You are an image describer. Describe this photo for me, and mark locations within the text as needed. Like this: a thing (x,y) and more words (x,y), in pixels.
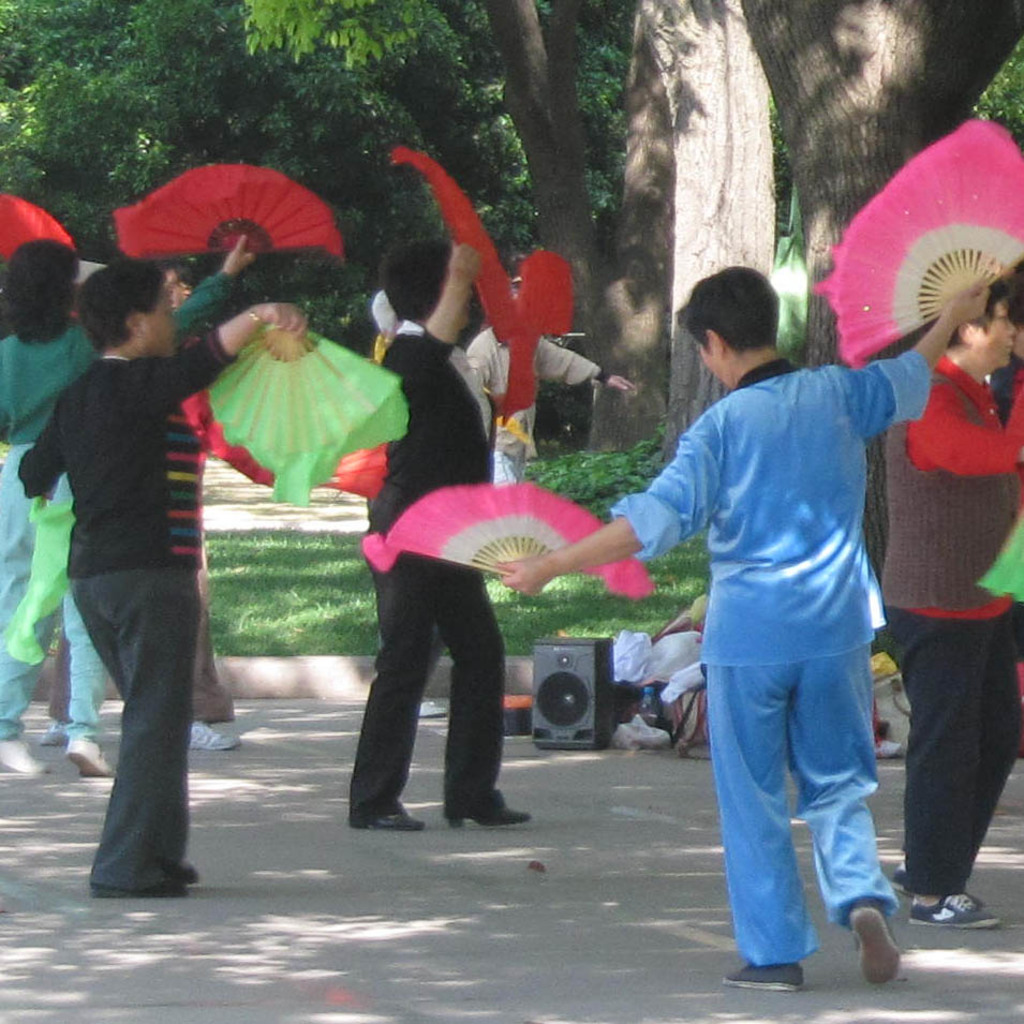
In the foreground of this image (783,490), there are few people (52,330) walking and holding folding fans (930,288). In the background (573,721), there is a speaker box (588,667) and few objects (686,641) on the ground (666,771) and also there are trees (688,116) and the grass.
